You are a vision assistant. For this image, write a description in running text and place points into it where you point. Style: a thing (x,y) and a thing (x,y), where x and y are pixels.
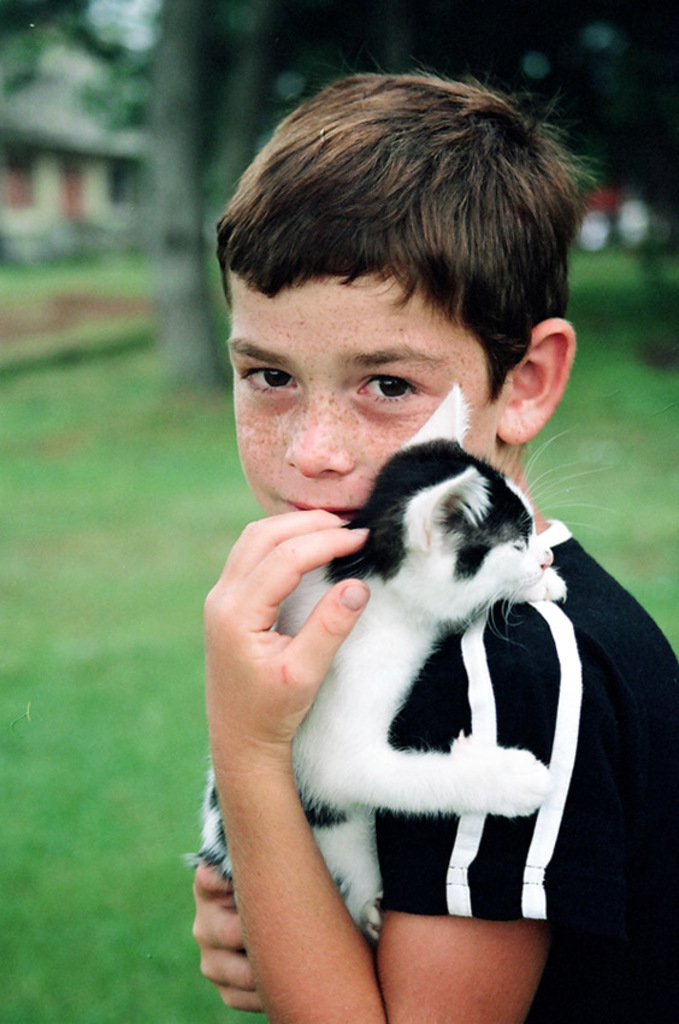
In this image we can see a boy (500,610) holding a little cat (377,708) in his arms (292,725). In the background (104,680) there is a grass (109,501) and few trees (193,53) which is slightly blurred.
